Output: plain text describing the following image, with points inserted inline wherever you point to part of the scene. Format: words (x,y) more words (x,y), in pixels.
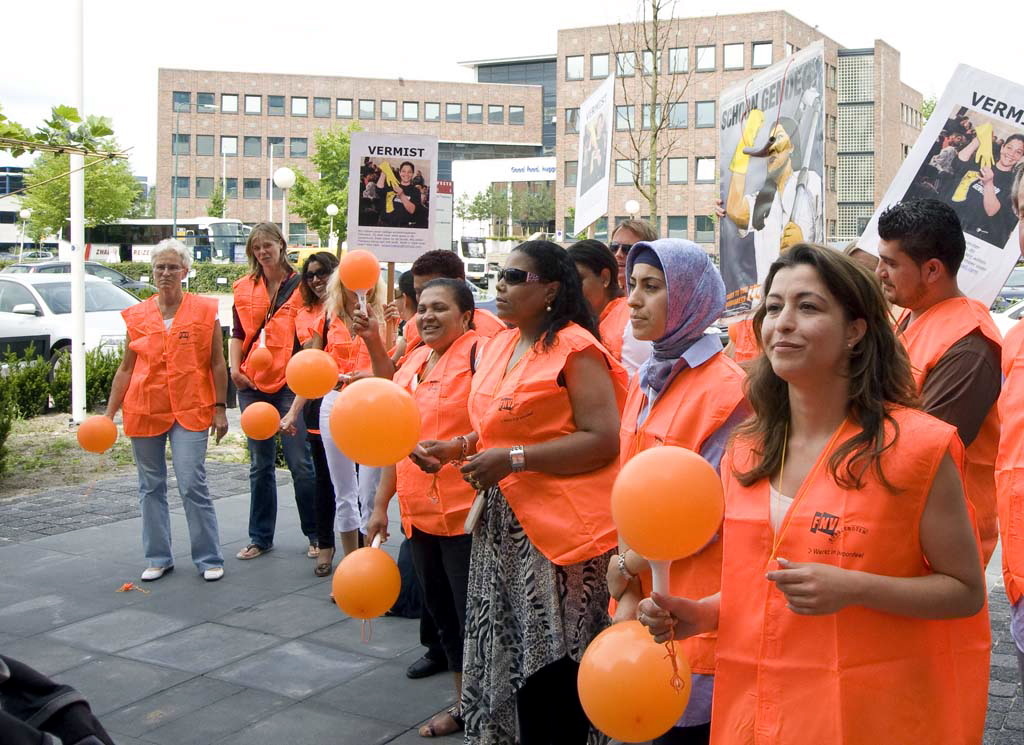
In this picture we can see a few people (913,700) holding objects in their hands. There are posters (600,147). We can see a few poles (82,296), street lights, vehicles (121,276), trees (339,206) and buildings (704,90) in the background (646,199).
